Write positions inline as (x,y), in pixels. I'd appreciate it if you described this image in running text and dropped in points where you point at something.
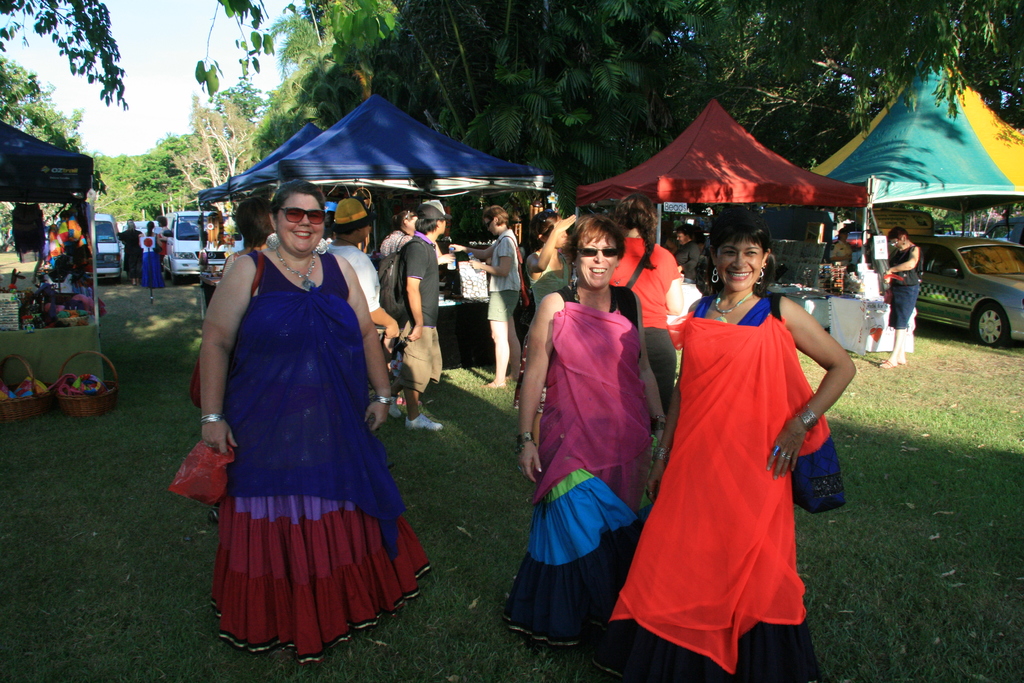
In this picture we can see three women (339,401) smiling, standing on the grass (472,618) and at the back of them we can see a group of people (515,240), tents (326,177), vehicles (100,267), trees (725,74), tables (472,315), baskets (34,383), some objects (77,391) and in the background (146,71) we can see the sky (169,51).
